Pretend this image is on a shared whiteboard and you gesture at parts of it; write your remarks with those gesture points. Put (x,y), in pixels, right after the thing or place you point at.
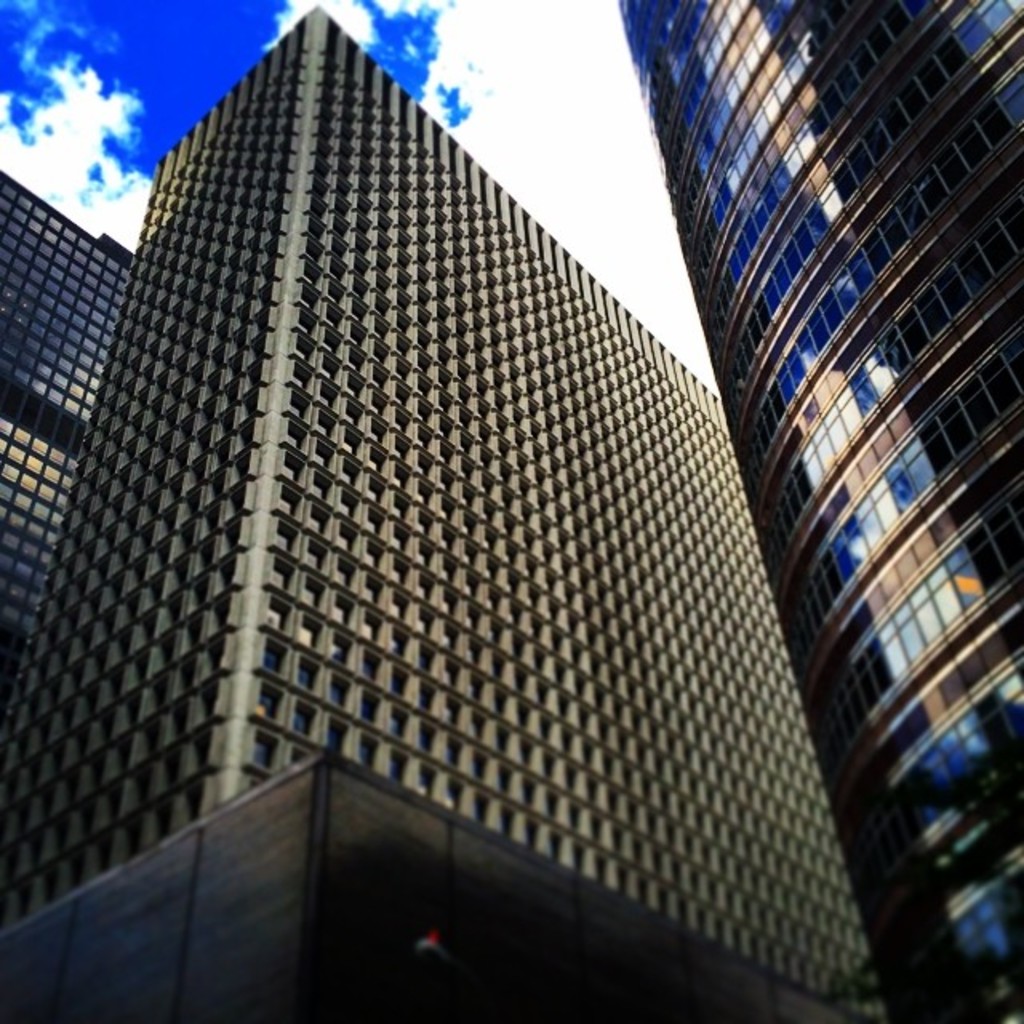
In this image we can see buildings (610,624). In the background (596,264) there is sky (560,160) with clouds (574,247).
